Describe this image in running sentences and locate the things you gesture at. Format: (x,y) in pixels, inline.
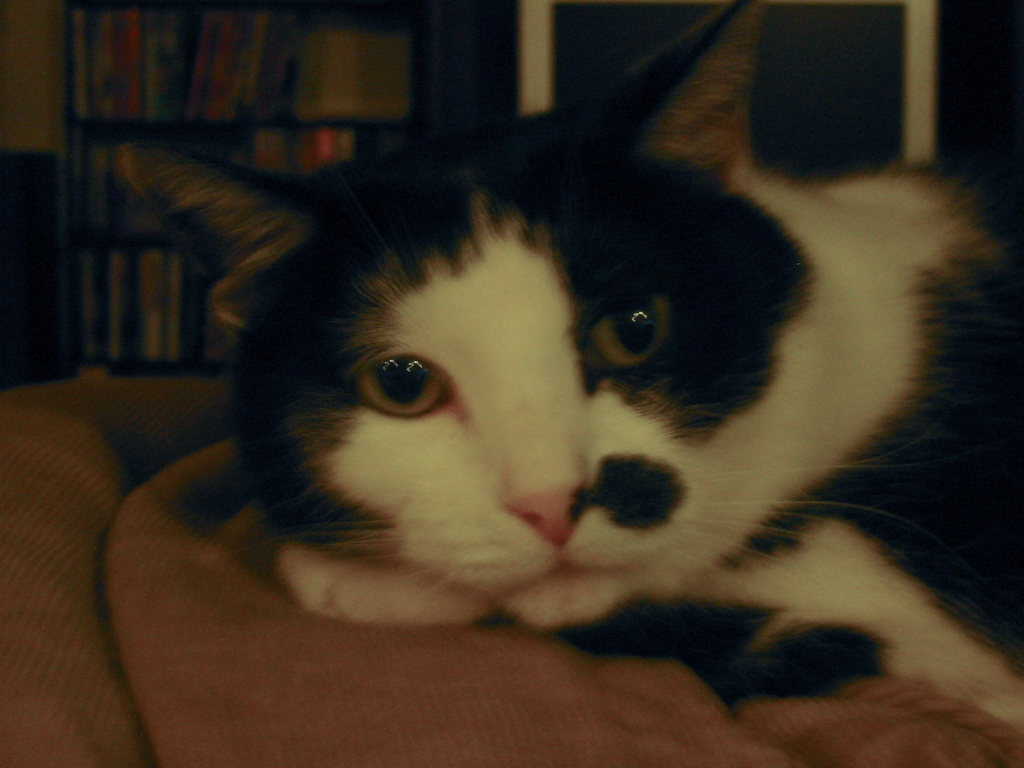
This picture might be taken inside the room (559,376). In this image, in the middle (678,295), we can see a cat (696,278) which is lying on the red color mat (414,700). In the background (212,72), we can see a shelf (331,122) with some books (291,90).
